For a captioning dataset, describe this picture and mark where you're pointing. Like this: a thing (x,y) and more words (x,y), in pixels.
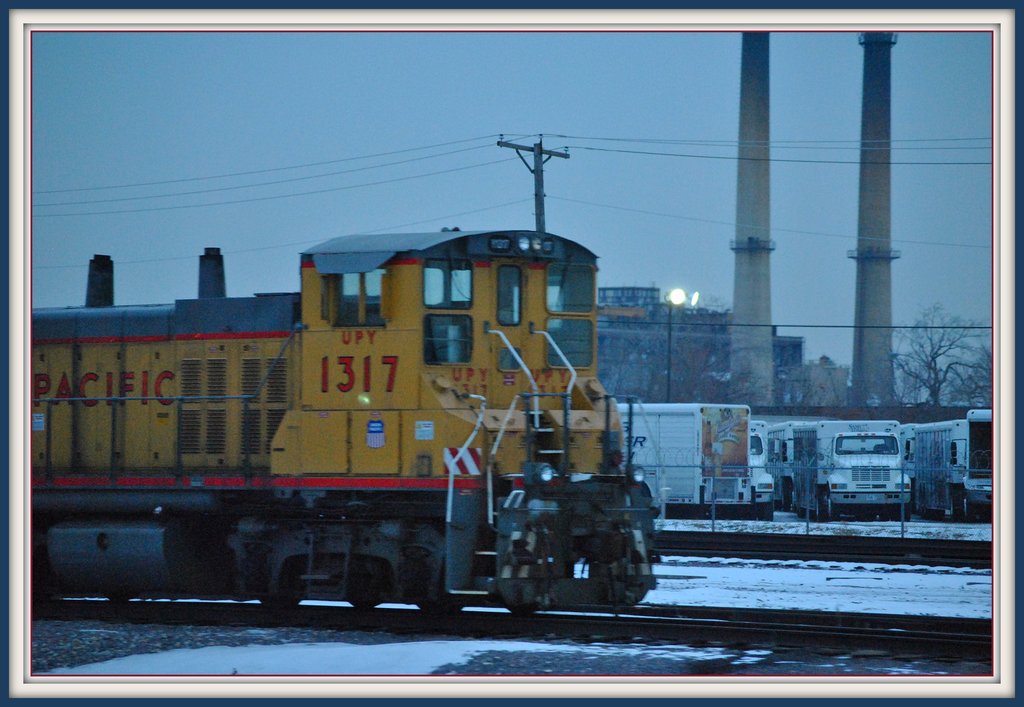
In this image we can see a train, railway track (804,552), light pole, there are some vehicles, building (677,315), tree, electric pole (543,156), wires (524,134), snow (400,647), also we can see the sky (384,131).
